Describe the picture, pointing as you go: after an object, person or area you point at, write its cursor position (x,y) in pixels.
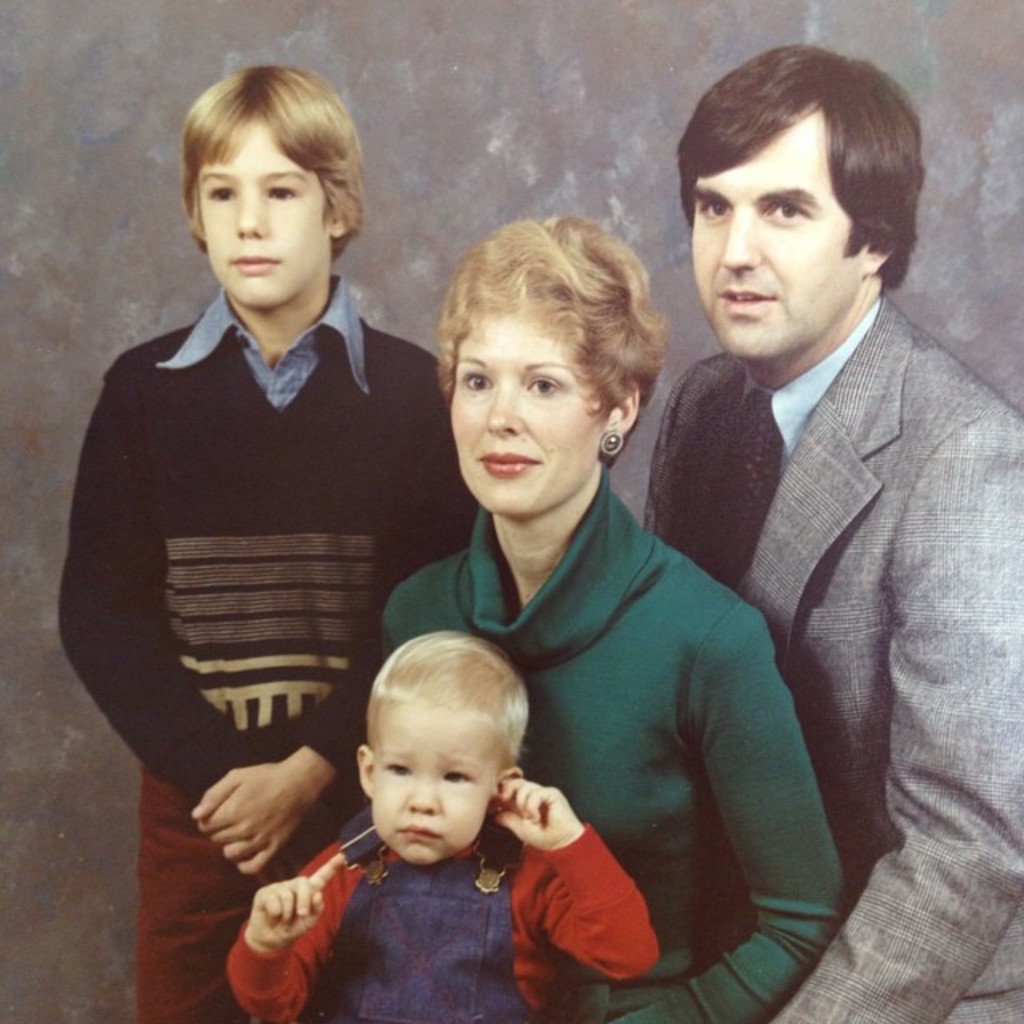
This picture describes about group of people (512,586), in the middle of the image (522,429) we can see a woman (525,544), she wore a green color dress (630,679).
